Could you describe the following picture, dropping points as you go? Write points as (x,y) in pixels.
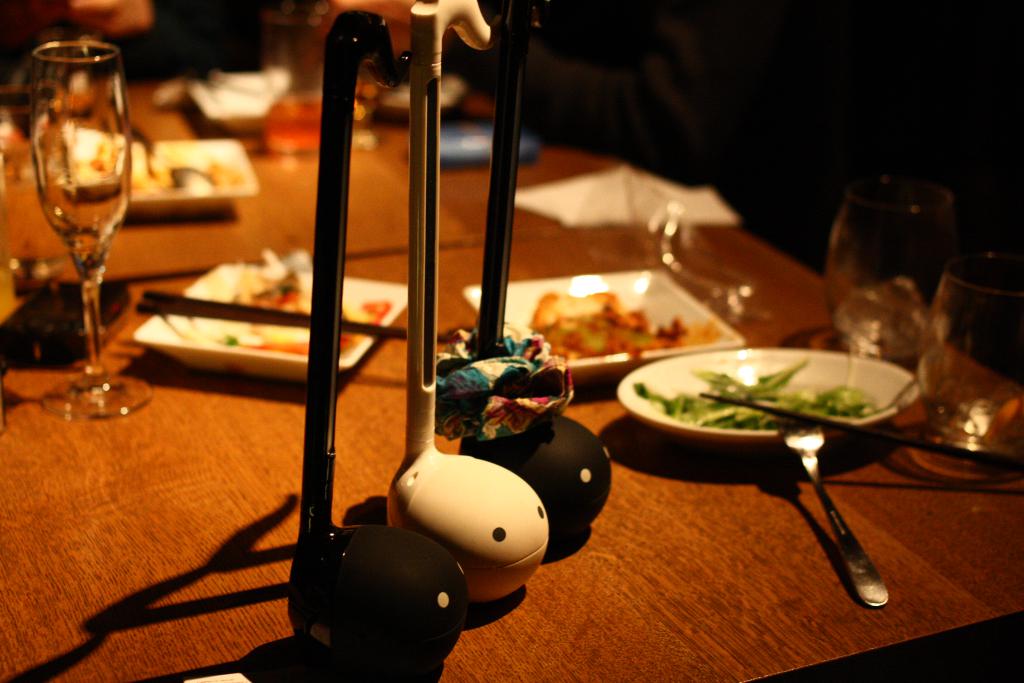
The picture is clicked inside a restaurant (123,531) where there are food eatables (263,343) on top of the table (257,163) and there are three unique stands (543,455) placed on the table (609,434).
